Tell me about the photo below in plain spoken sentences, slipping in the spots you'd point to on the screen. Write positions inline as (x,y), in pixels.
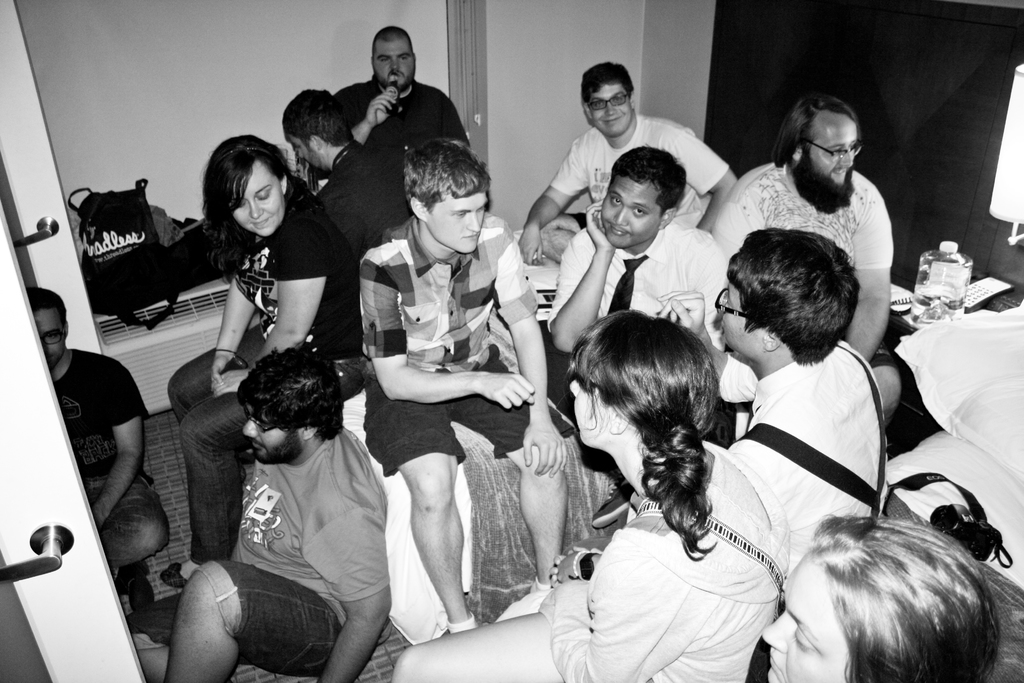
In the foreground of this black and white image, there are people (367,282) sitting on the beds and few (215,588) are sitting on the floor (171,488). We can also see a camera (961,535) on a bed (986,503), container (939,306) on a table (910,320), a man (413,108) holding a bottle (390,85), wall (181,76) and few bags (160,261).
